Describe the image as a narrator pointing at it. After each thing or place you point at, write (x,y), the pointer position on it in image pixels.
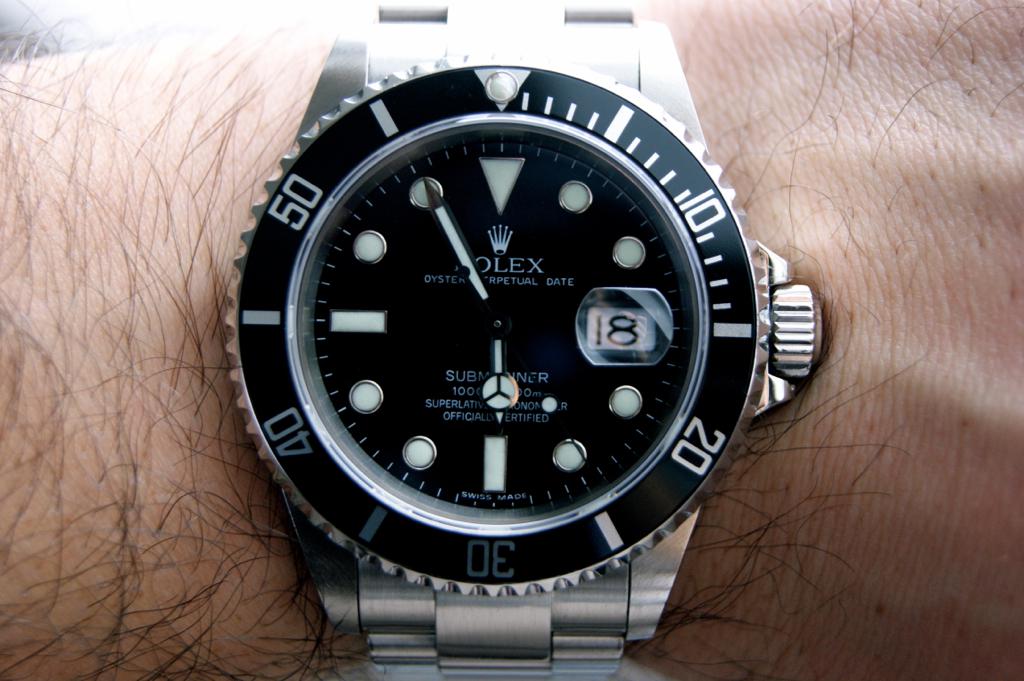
In this image we can see watch (499,248) on a hand (747,191).
